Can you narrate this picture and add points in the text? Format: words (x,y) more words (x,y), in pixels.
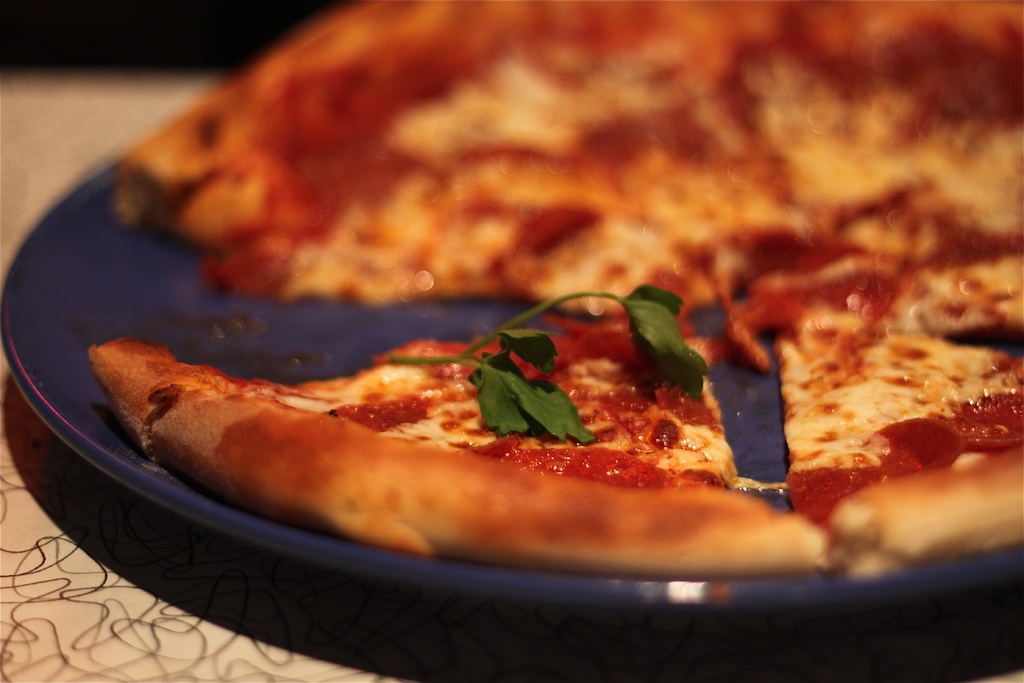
In this image we can see an pizza (622,270) in plate (87,346) placed on the table (125,617).
